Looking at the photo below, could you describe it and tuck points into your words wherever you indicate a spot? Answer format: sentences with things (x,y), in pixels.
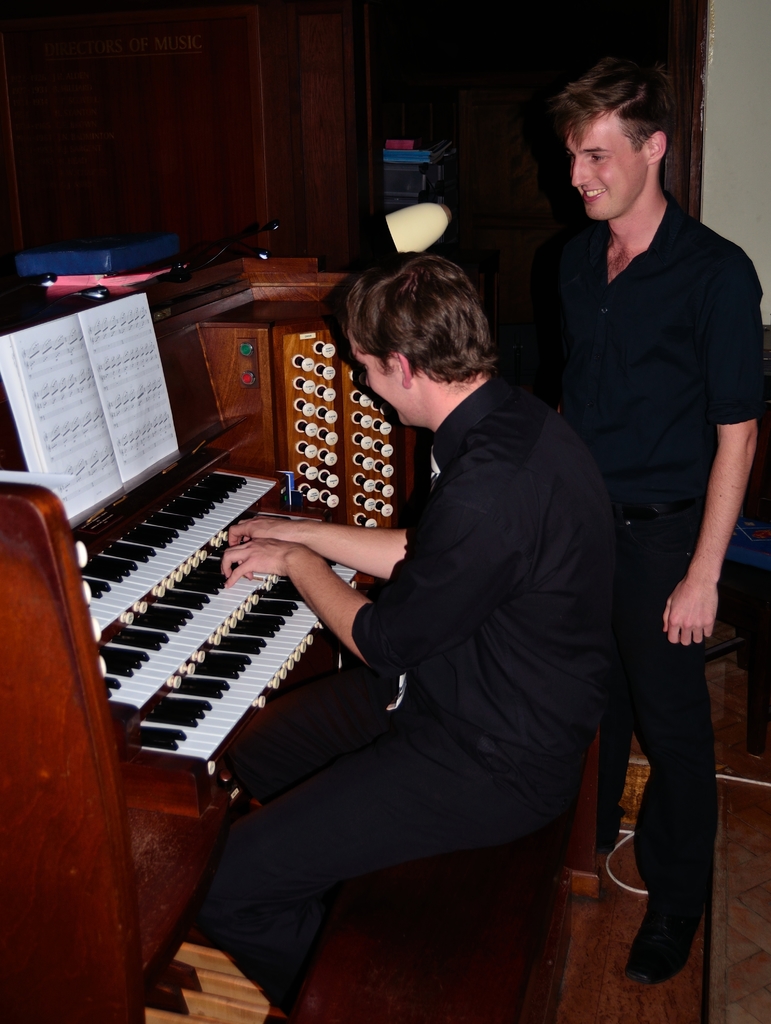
As we can see in the image there is a wall (721,138) and a man (662,618) standing over here and this man (440,570) is playing musical keyboard (233,653).
